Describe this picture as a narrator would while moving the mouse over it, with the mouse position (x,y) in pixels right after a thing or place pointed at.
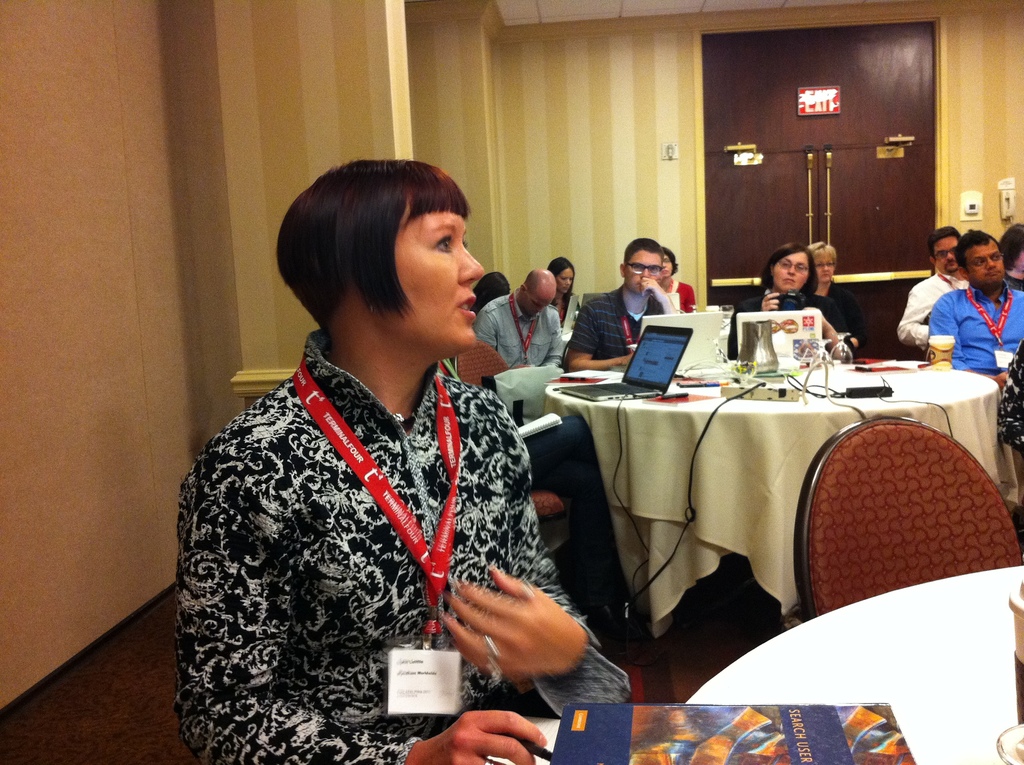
In this picture some people (828,301) are sitting on the chair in front of the table (773,407) and the table (947,410) contains laptop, wire board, books (720,748), charger (866,390) and the background (1002,96) is yellow.
